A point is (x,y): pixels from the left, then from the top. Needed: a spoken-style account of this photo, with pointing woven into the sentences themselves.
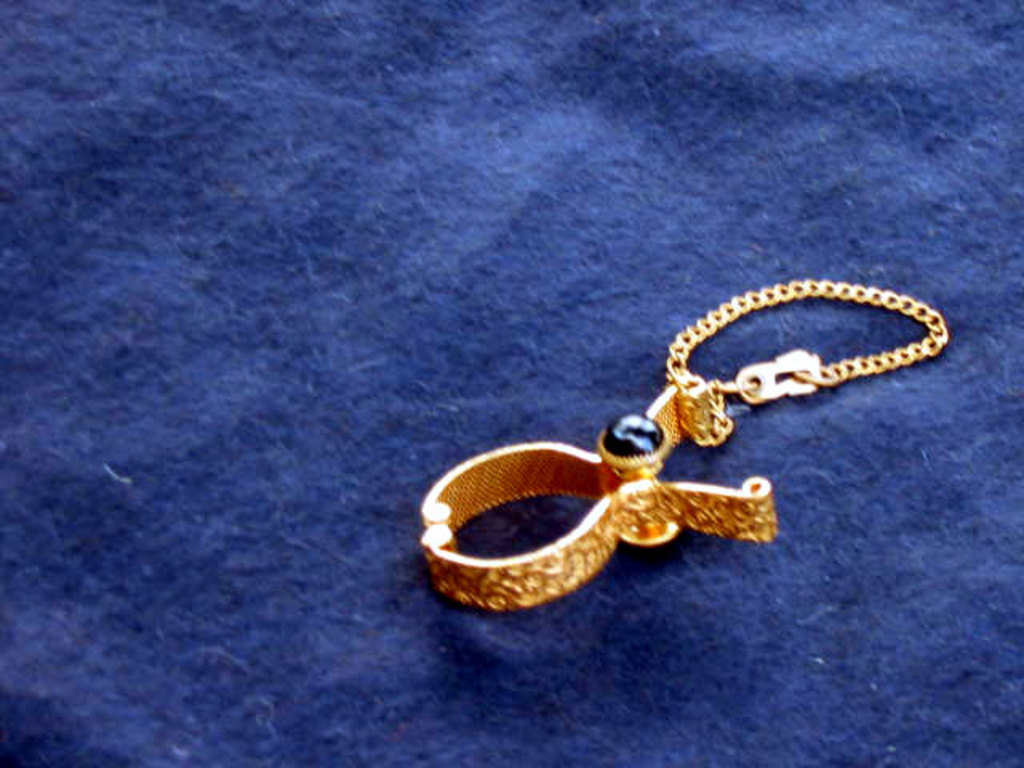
In this picture we can see an ornament (554,576) on a platform (109,380).
